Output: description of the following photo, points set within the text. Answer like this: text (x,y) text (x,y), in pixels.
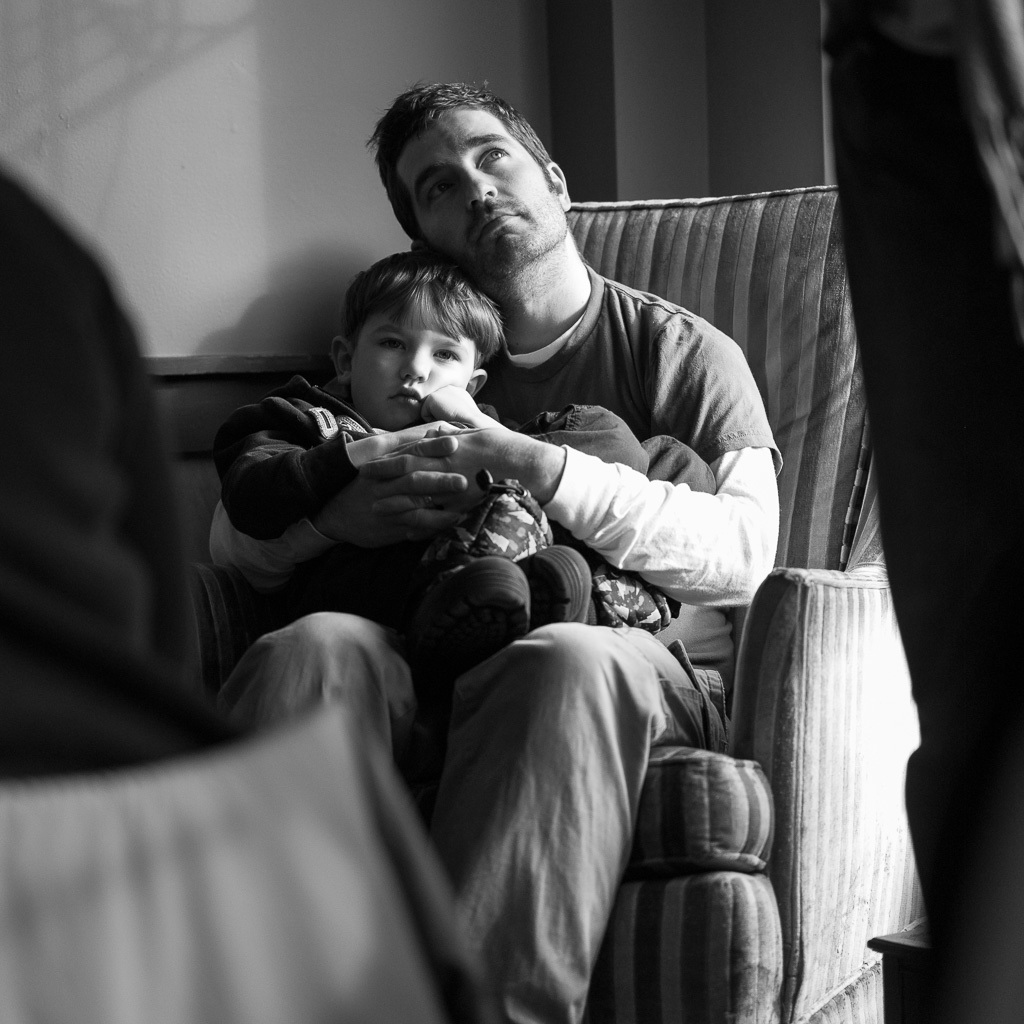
This is a black and white image. In the image there is a man (552,367) sitting on a sofa (845,1015). On the man (544,464) there is a kid (506,486) is sitting. Behind them there is a wall (353,5). On the right side of the image (945,72) there is an object (881,435).
